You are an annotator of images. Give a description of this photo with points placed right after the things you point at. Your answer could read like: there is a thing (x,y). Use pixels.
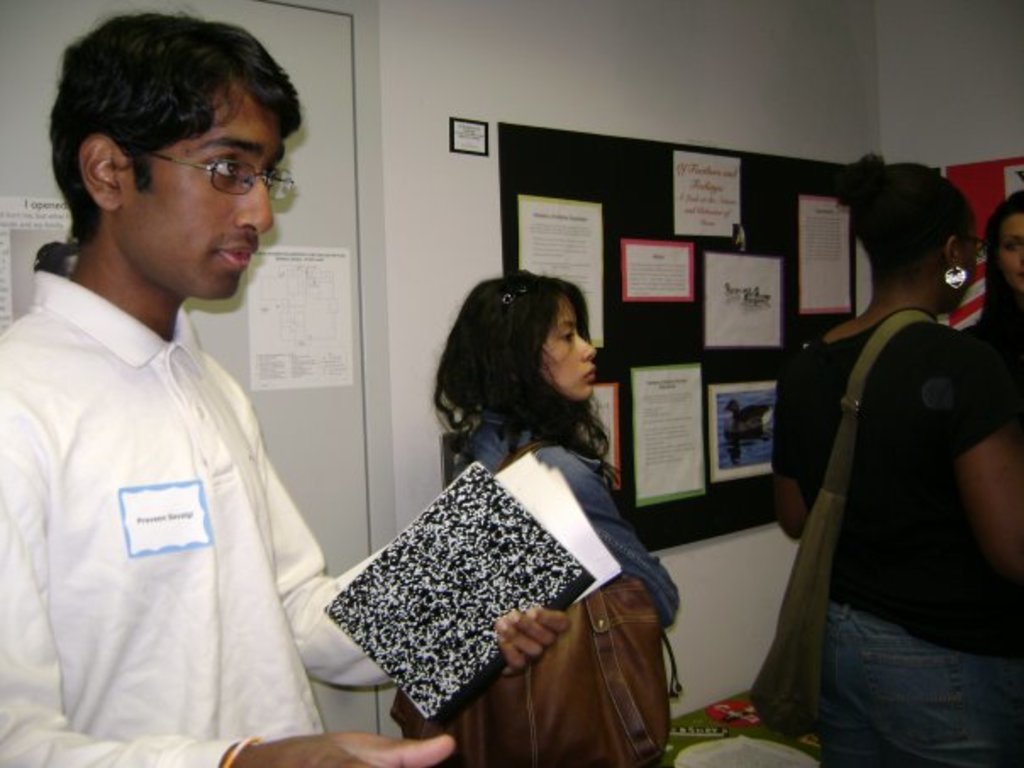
In this picture we can see a boy (224,527) standing in the front (150,518), wearing a white shirt (377,682) and holding the diary (404,609) in the hand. Behind there are some women (565,439) standing in the room (614,278). In the background (670,178) we can see a notice board (693,313) with some papers (729,295) stick on it. On the left side (294,401) there is a door (345,242).
